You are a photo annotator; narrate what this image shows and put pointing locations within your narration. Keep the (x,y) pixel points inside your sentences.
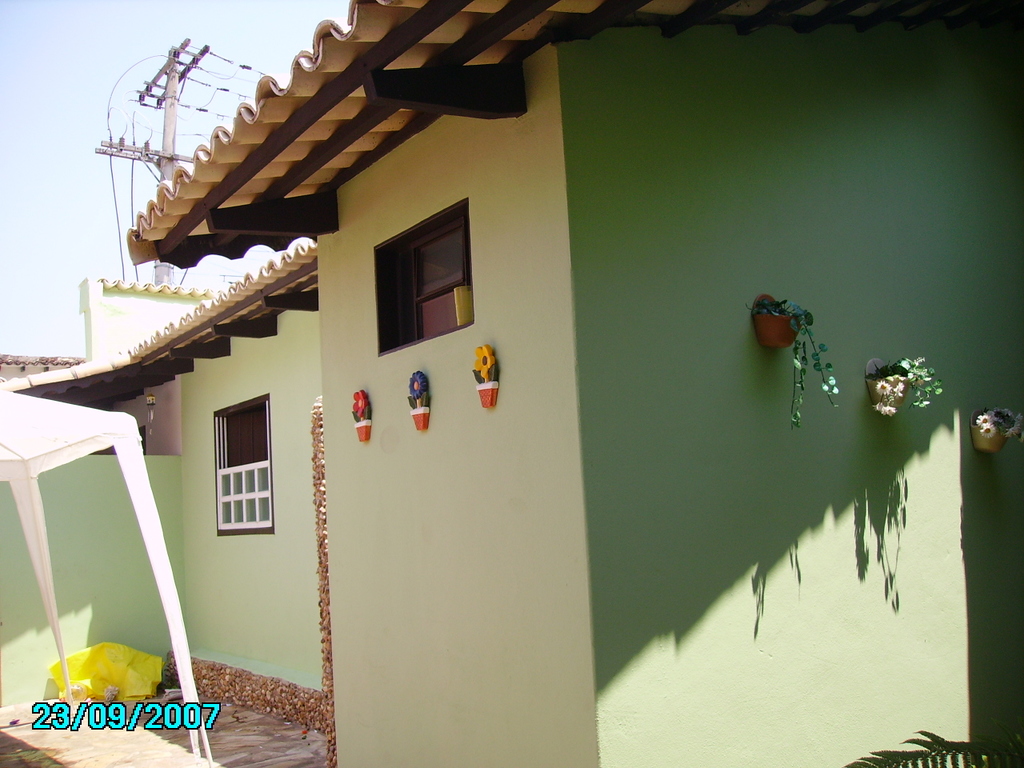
In this picture there is a building (813,435) and there are plants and there are artificial flowers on the wall (711,406). On the left side of the image (28,504) there it looks like a tent (94,439) and there is a sheet (118,660) and there is a window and there are wires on the pole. At the top (129,86) there is sky (110,44) and there are roof tiles (372,37) on the top of the building (177,265). At the bottom (234,736) there is a floor (246,722).
